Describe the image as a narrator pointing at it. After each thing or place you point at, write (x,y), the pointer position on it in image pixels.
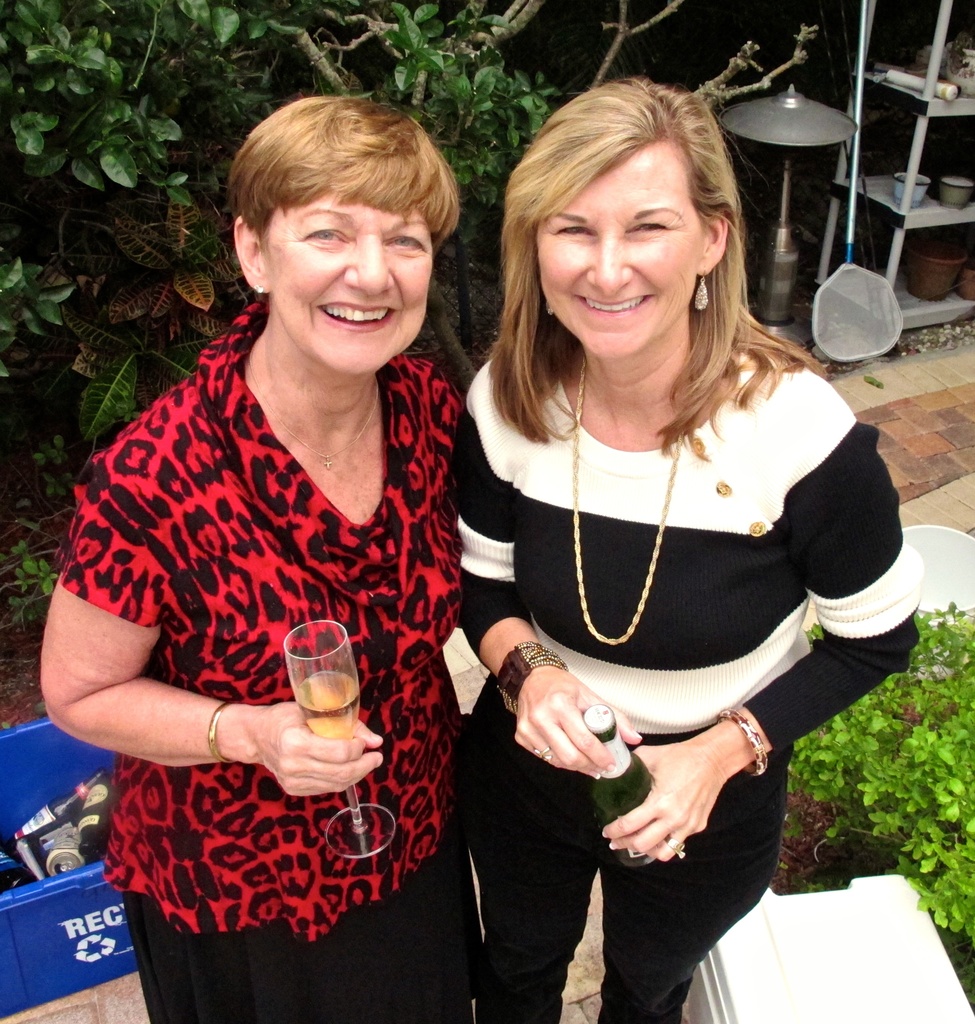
In the image we can see two women (413,493) wearing clothes (483,506), neck chains (577,532), bracelets (212,735), earrings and they are smiling. The left side woman (268,693) is holding a wine glass (316,695) and the right side woman (697,614) is holding the bottle (645,785) in hand (679,764). Here we can see plastic container (72,927), in it we can see the bottles (59,823). There is a plant (893,723), leaves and other things (771,268).
